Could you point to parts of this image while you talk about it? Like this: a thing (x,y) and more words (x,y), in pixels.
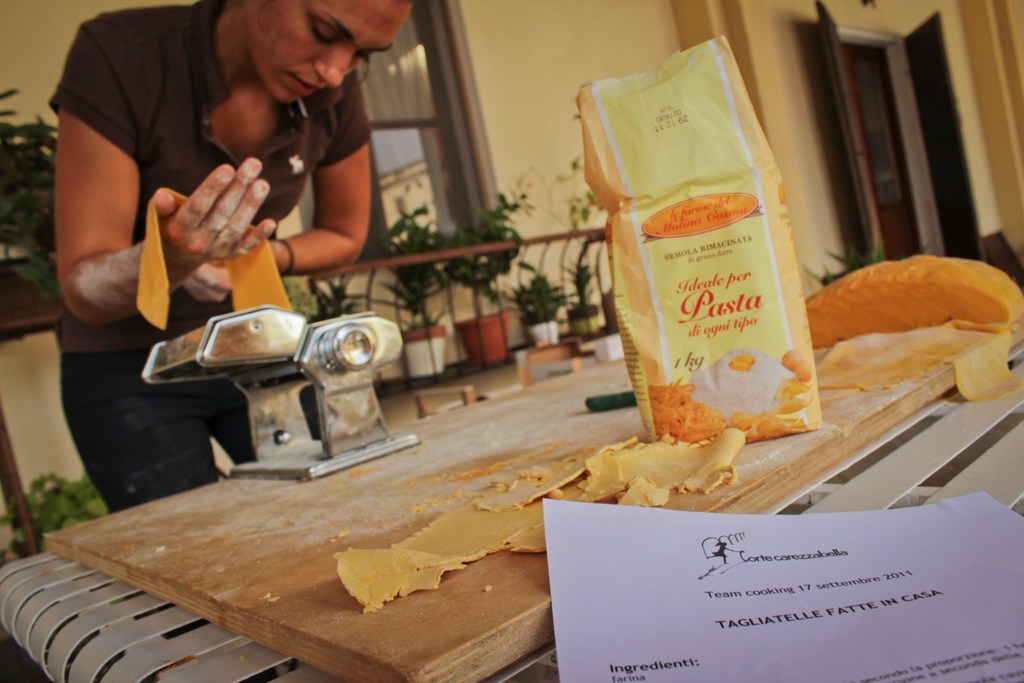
In the picture we can see a woman (75,175) standing and bending and holding some pasta sheet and pouring into the machine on the wooden plank (318,546) and besides to it, we can see some pasta packet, and in the background (528,94), we can see the railing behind it we can see some house plants (596,314), building wall (528,164) with windows (905,104).
